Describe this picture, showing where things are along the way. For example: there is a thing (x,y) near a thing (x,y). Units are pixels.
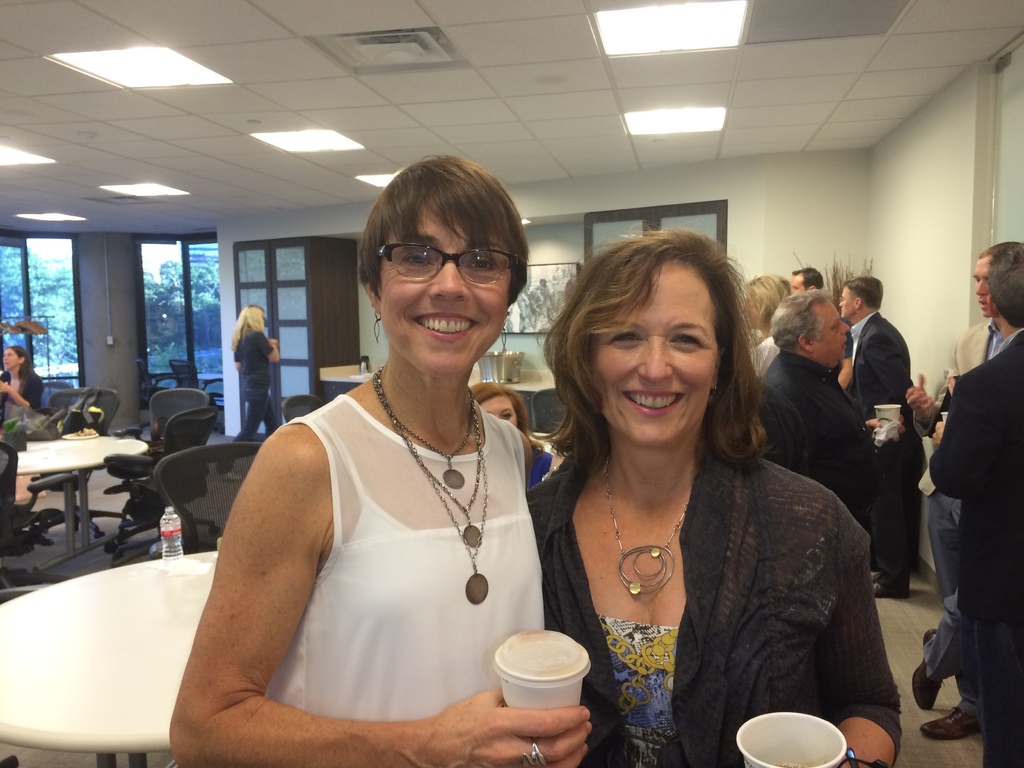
In this image I can see two women (402,587) wearing white and black colored dresses (778,591) are standing and holding cups (565,646) in their hands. In the background (174,651) I can see few tables (116,631), few chairs (122,483), a bottle (170,509) on the table (151,568), the wall (891,158), a frame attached to the wall (920,334), few persons (1014,562) standing, few persons (30,379) sitting, the ceiling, few lights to the ceiling (501,174) and the glass windows (54,302) through which I can see few trees (63,312) and the sky (164,258).
